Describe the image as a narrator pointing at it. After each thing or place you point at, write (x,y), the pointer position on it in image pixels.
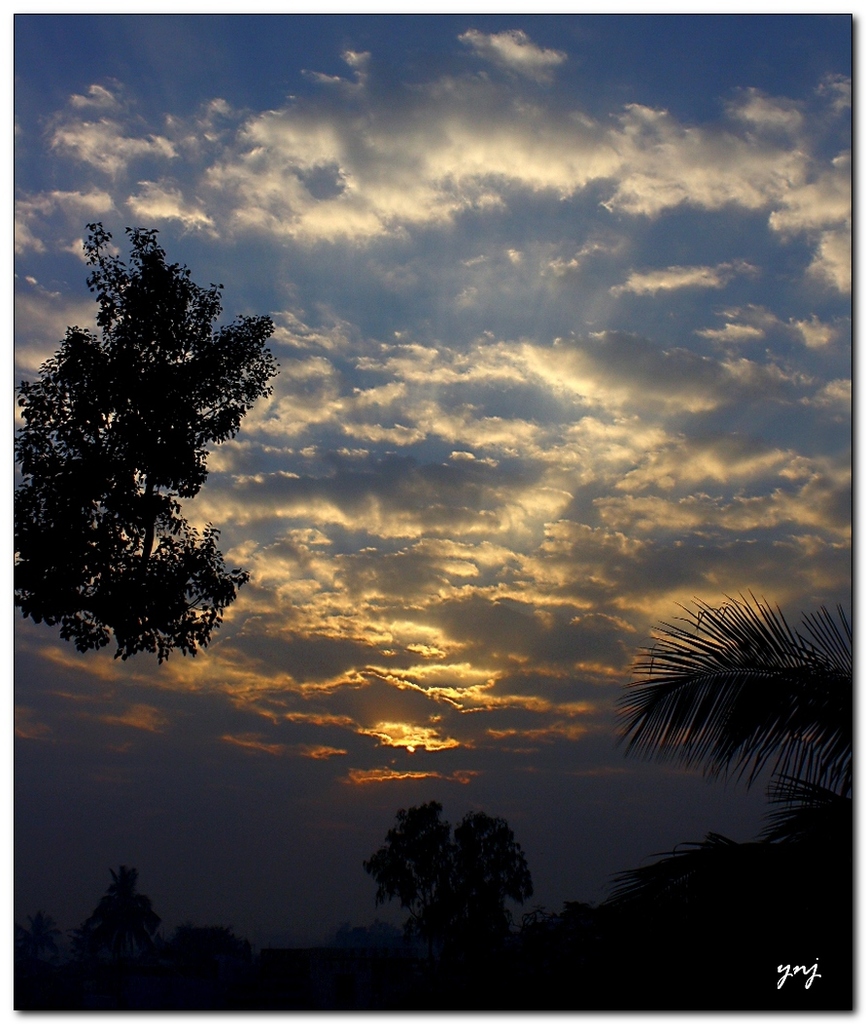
In this picture we can see some trees (810,766), there is a cloudy sky (529,527) at the top of the picture (203,86), at the right bottom (793,976) we can see some text (810,980).
